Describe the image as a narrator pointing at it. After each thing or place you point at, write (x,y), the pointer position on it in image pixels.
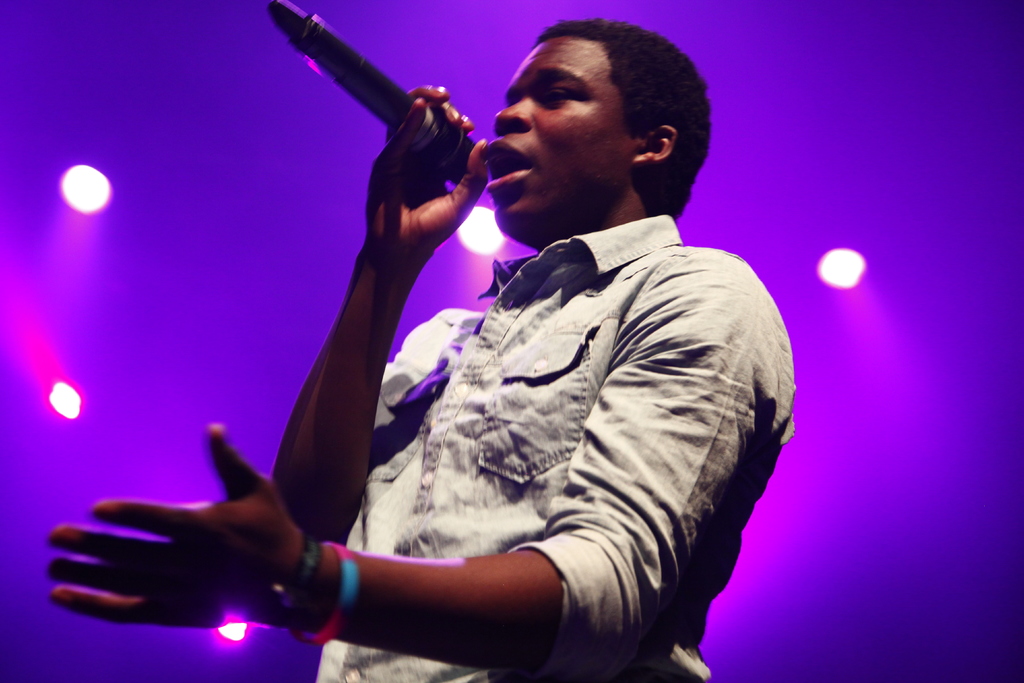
In this image we can see a man (523,482) standing and holding a mic (418,151). In the background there are lights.
